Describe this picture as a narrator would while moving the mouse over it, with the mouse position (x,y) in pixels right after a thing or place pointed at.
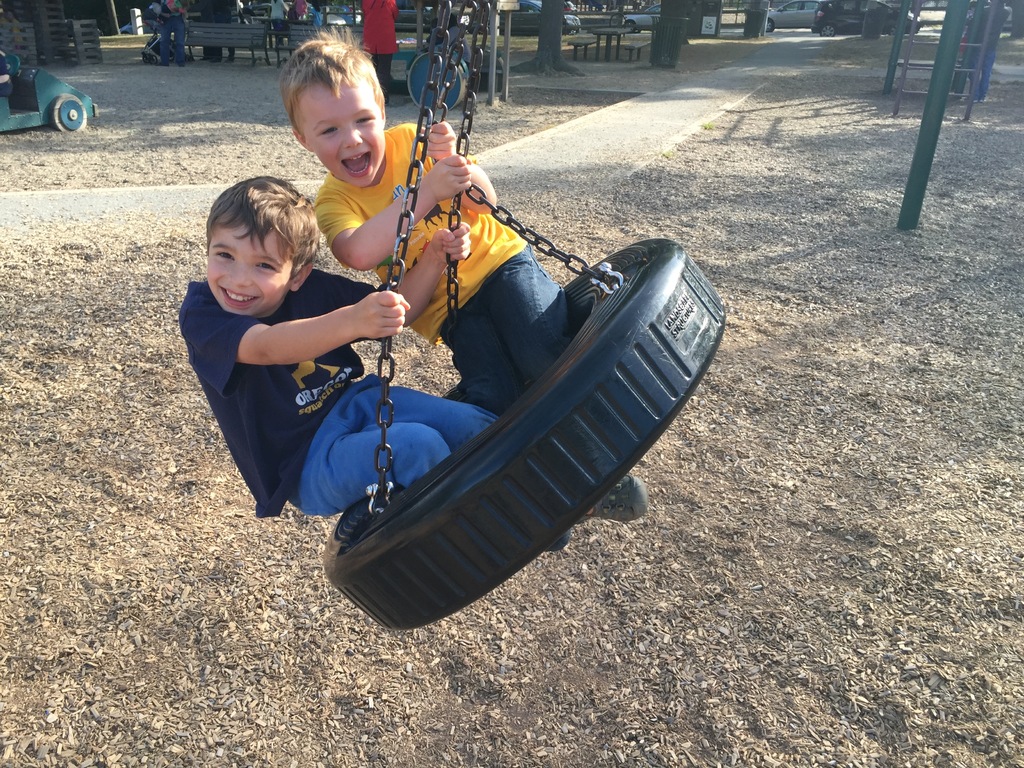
In this image I can see a swing (445,100) which is made up of tire (522,499) on which two children (357,447) are sitting and swinging. Both are wearing t-shirts (361,213) and smiling. In the background (651,128) there is a road (643,134). At the top of the image (558,42) I can see few benches (577,53) and people (276,16) on the ground (238,67) and also I can see few trees (555,28) and cars (826,14).
